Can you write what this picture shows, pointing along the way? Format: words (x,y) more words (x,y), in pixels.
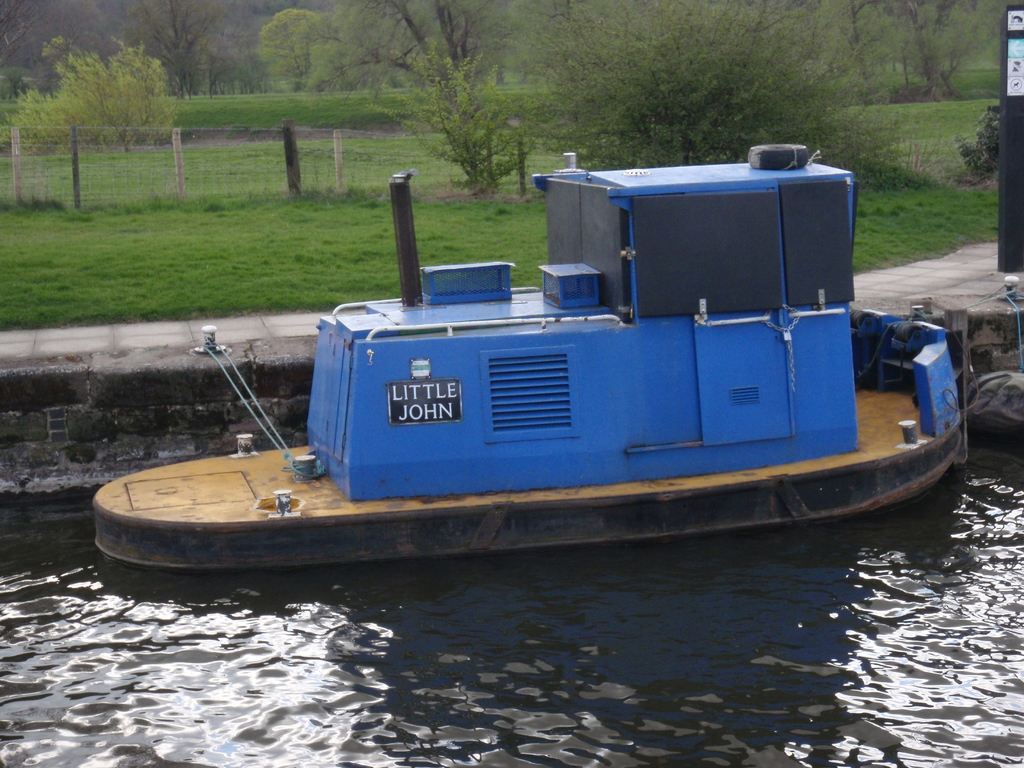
In the foreground (795,449) I can see the metal boat (531,431) in the water (868,593). In the background (151,181), I can see the green grass (539,206), metal fence (268,167) and trees (491,12).
